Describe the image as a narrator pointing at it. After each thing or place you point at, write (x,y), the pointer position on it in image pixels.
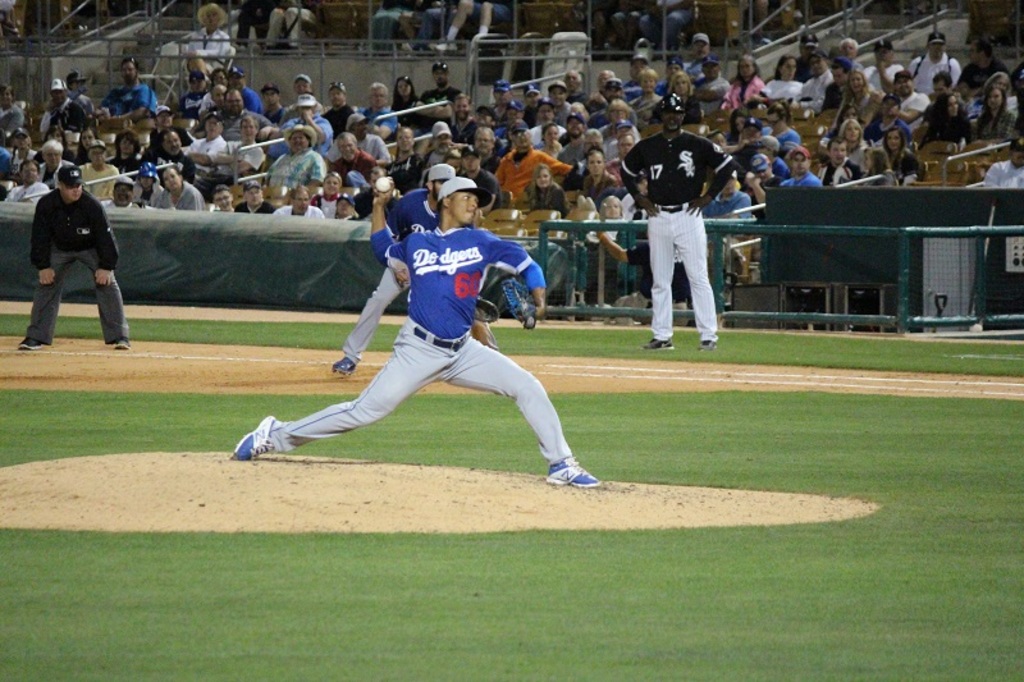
In the image we can see there are many people (390,285) wearing clothes (433,319), these people (395,267) are wearing a cap (453,188) and shoes (573,480). This is a ground (492,499) and there are people (341,115) sitting. This is a fence (939,283), ball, grass (920,593), sand (678,490), white lines (729,380) and an object (940,259).
